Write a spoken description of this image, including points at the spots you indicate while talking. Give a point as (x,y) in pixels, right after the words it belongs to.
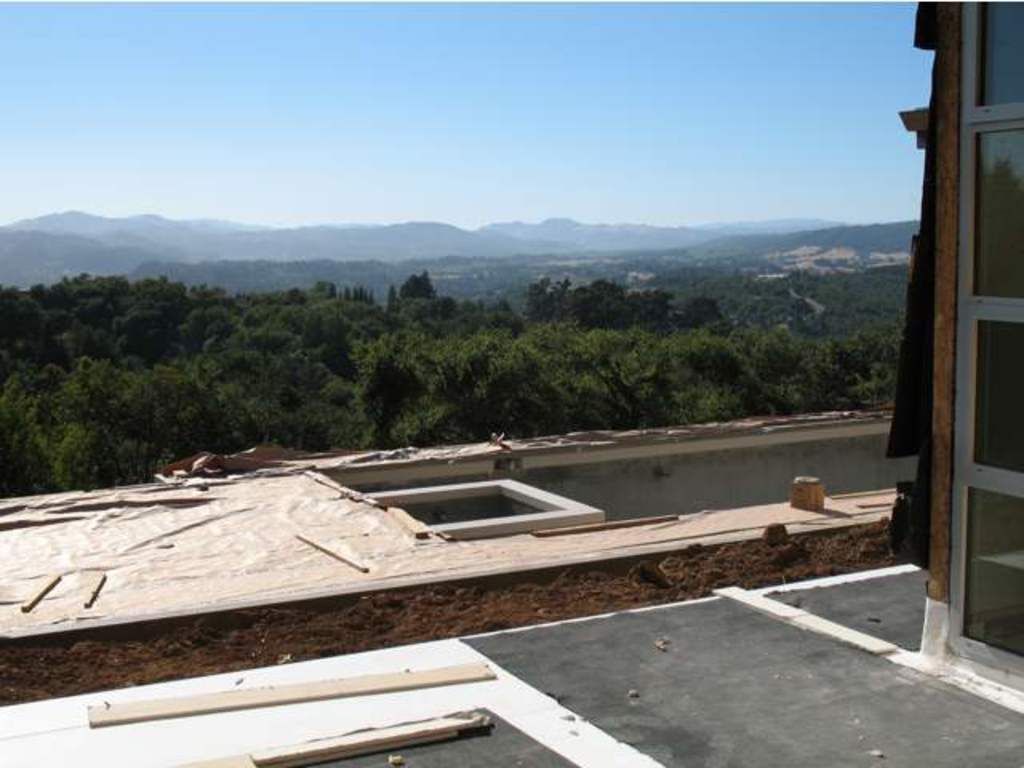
In this image I can see a building (306,463) seems to be a terrace (507,673) of a building (418,669) under construction in the center of the image (466,331) I can see trees (822,343) and mountains (821,253). At the top of the image (528,58) I can see the sky (921,92).
